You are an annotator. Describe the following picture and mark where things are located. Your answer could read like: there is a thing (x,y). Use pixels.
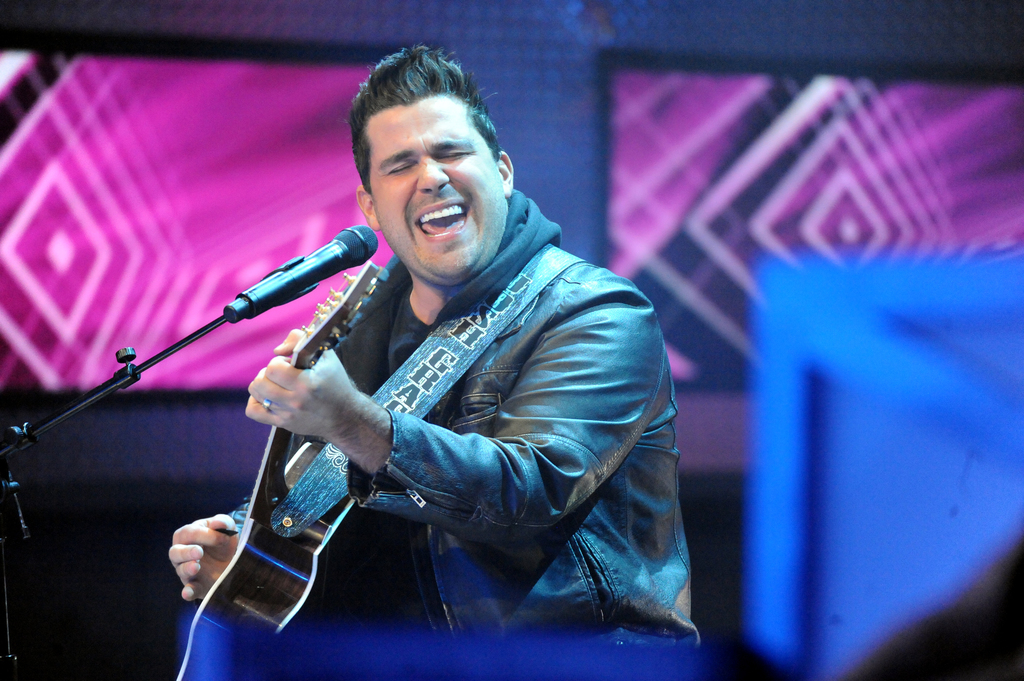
This picture shows a man (423,266) singing, holding a guitar (262,530) and playing it in front of a microphone (231,310).
